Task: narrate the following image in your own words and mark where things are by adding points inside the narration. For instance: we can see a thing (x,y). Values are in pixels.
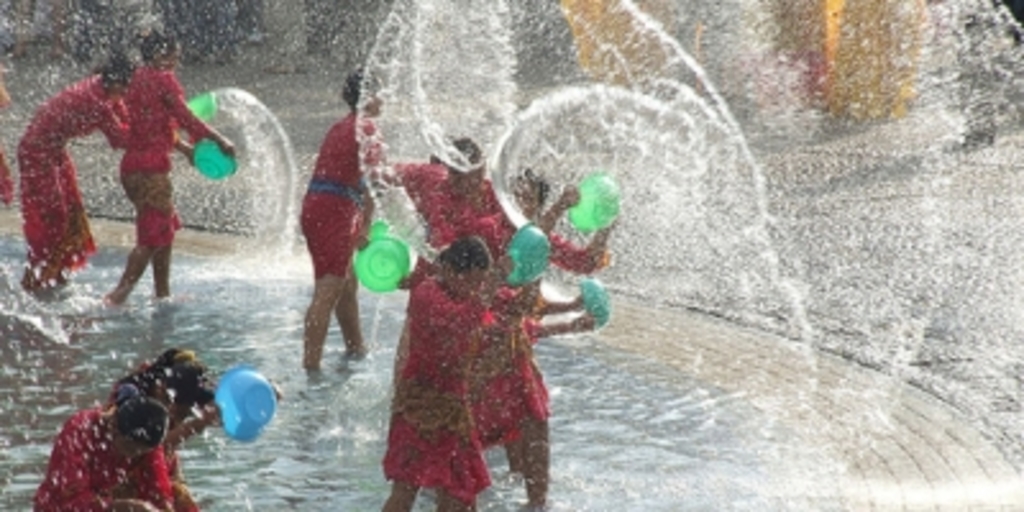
In this image, I can see few people (111,454) standing and holding the bowls (588,210) in their hands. These are the water (305,418).
